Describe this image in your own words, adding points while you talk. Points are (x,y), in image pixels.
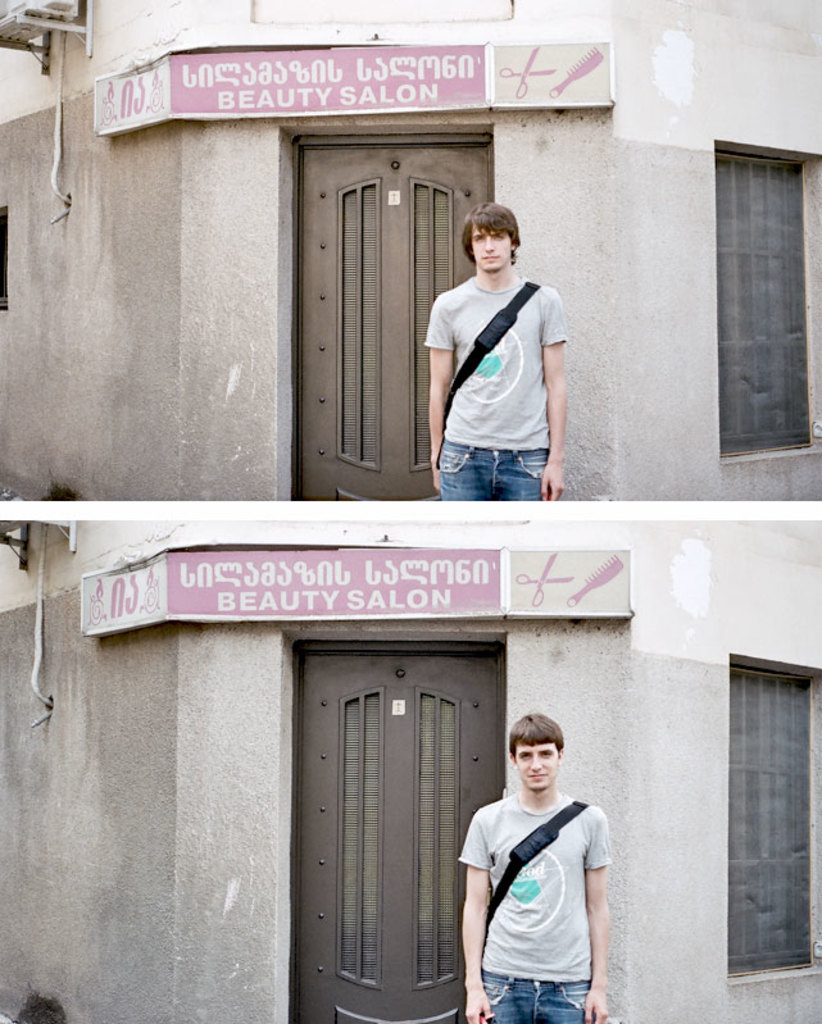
This is collage picture, in these two pictures we can see same house (560,701), board (391,575) and same person (483,309).
